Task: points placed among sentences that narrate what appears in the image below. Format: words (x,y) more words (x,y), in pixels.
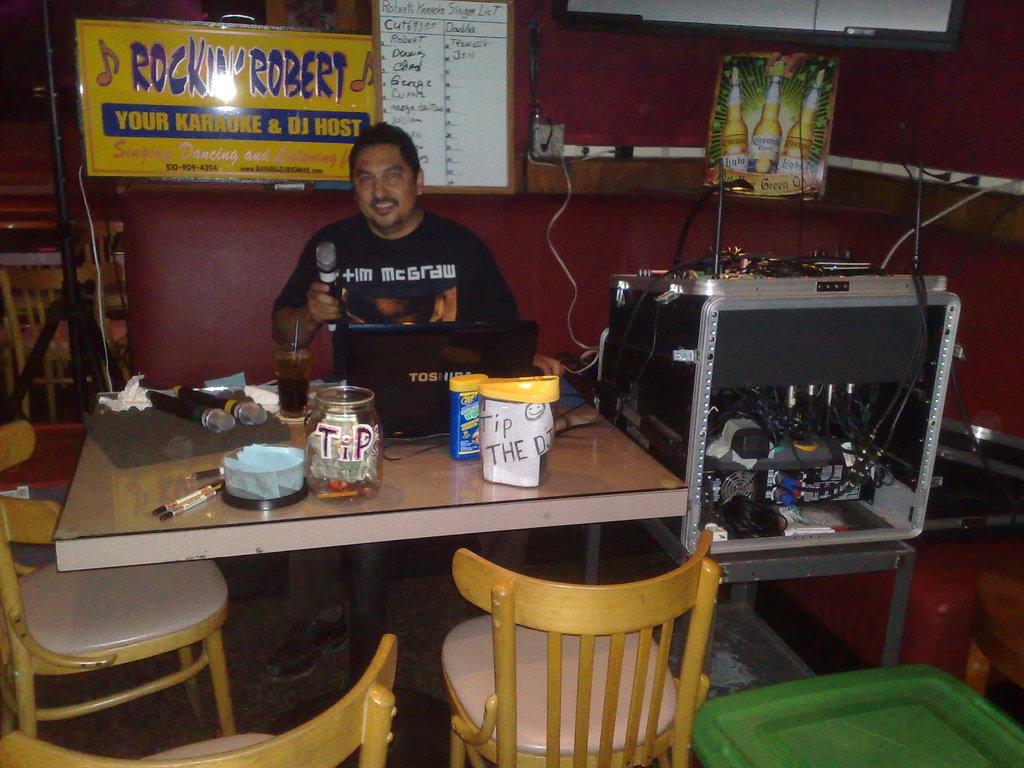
In the middle of the image (439,298) a man (311,249) is sitting and smiling and he is holding a microphone (322,276). Top right side of the image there is a rack (689,417) of audio equipment (700,447). In the middle of the image (557,468) there is a table (632,495), On the table (423,445) there are some products (515,392) and there is a laptop (432,333). Bottom left side of the image (40,617) there are some chairs (1,500). Top left side of the image (226,85) there is a banner (264,76). Top right side of the image (891,43) there is a screen (774,15).
